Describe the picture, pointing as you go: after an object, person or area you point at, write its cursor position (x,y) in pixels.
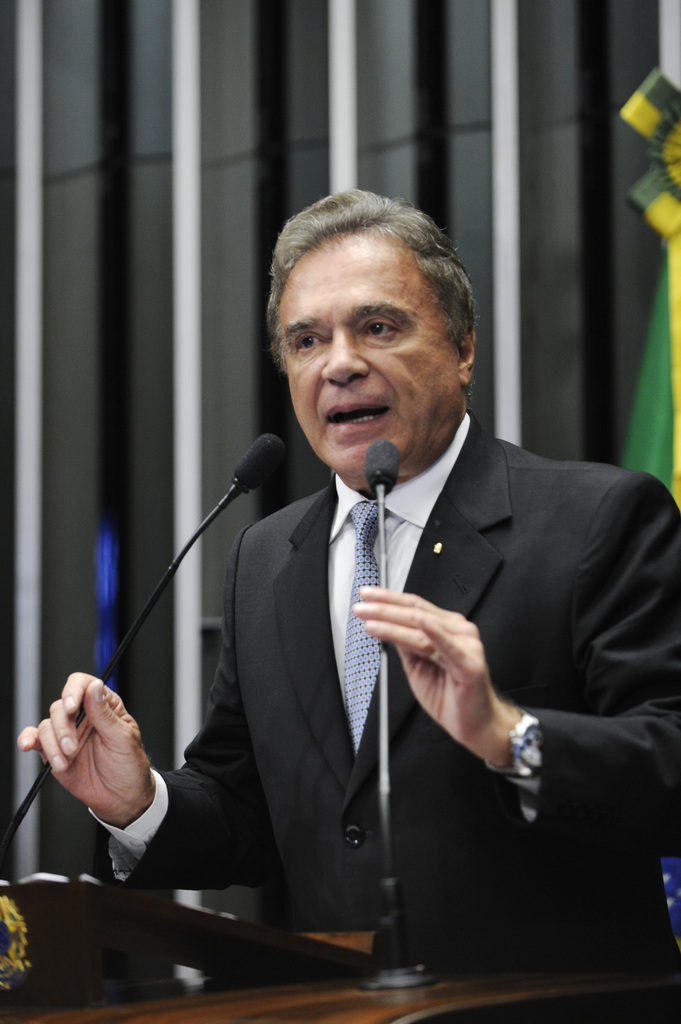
In this picture we can see a man (394,490) who is talking on the mike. He is in black color suit (543,626). And this is table (293,986).
